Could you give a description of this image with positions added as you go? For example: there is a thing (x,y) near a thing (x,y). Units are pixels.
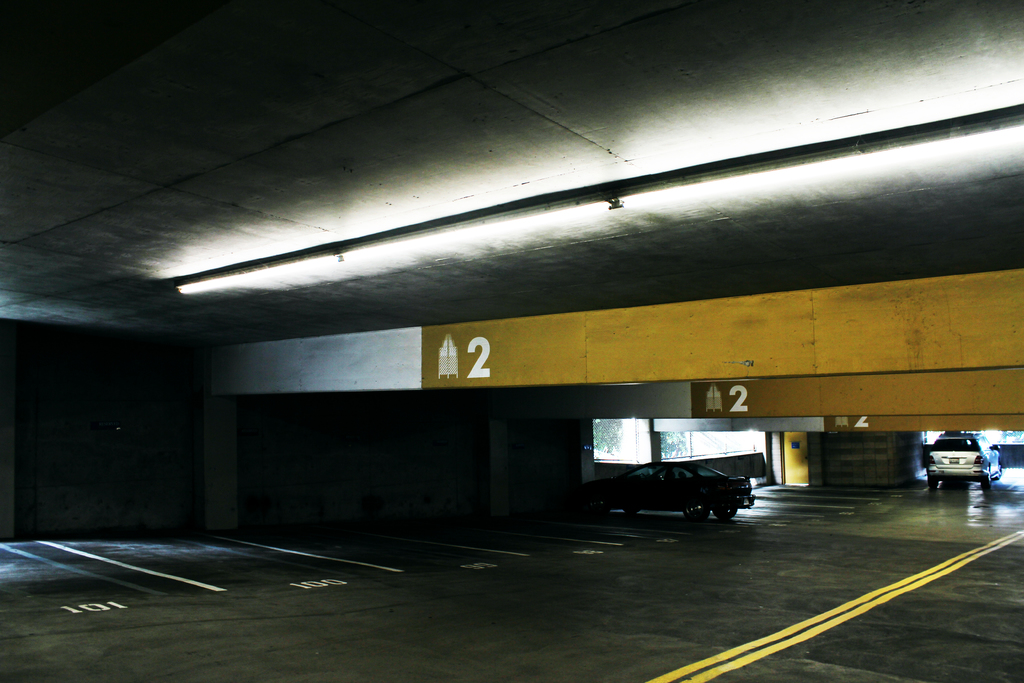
This picture is clicked in the parking place (569,600). There are two cars (943,462) parked in the parking place (664,530). Beside the car (668,488), we see a window (627,449) from which we can see trees (622,448). At the top of the picture (415,135), we see the ceiling (443,213) of the building (392,140) and we even see a pillar (623,365) with a number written on it.
